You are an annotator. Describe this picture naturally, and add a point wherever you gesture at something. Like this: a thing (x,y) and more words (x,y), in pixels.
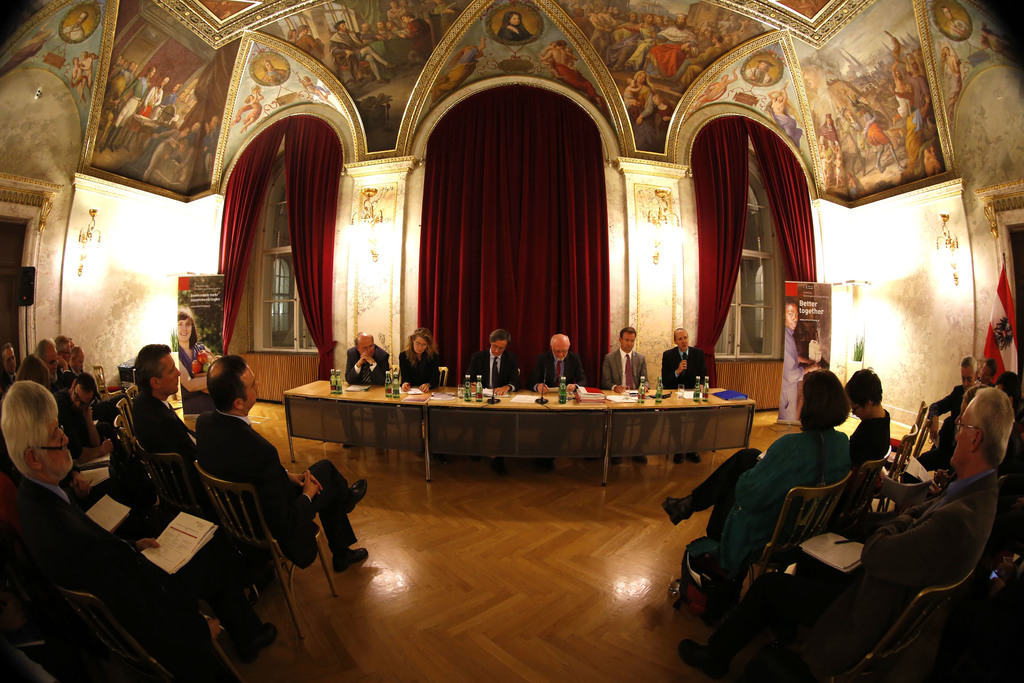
In this image I can see a conference hall (825,176) where people (813,581) are sitting in chairs (153,501) in the left bottom (176,491) and right bottom corners. I can see a table (720,419) with some water bottles (699,391), papers (553,390), a mike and other objects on it. I can see a few people (684,361) sitting chairs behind the table (310,390). I can see some lights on the wall (959,231). I can see a flag (994,334), banners (812,308) with some text (205,302). images (813,321), curtains (584,234) and a colorful rooftop (598,94).
